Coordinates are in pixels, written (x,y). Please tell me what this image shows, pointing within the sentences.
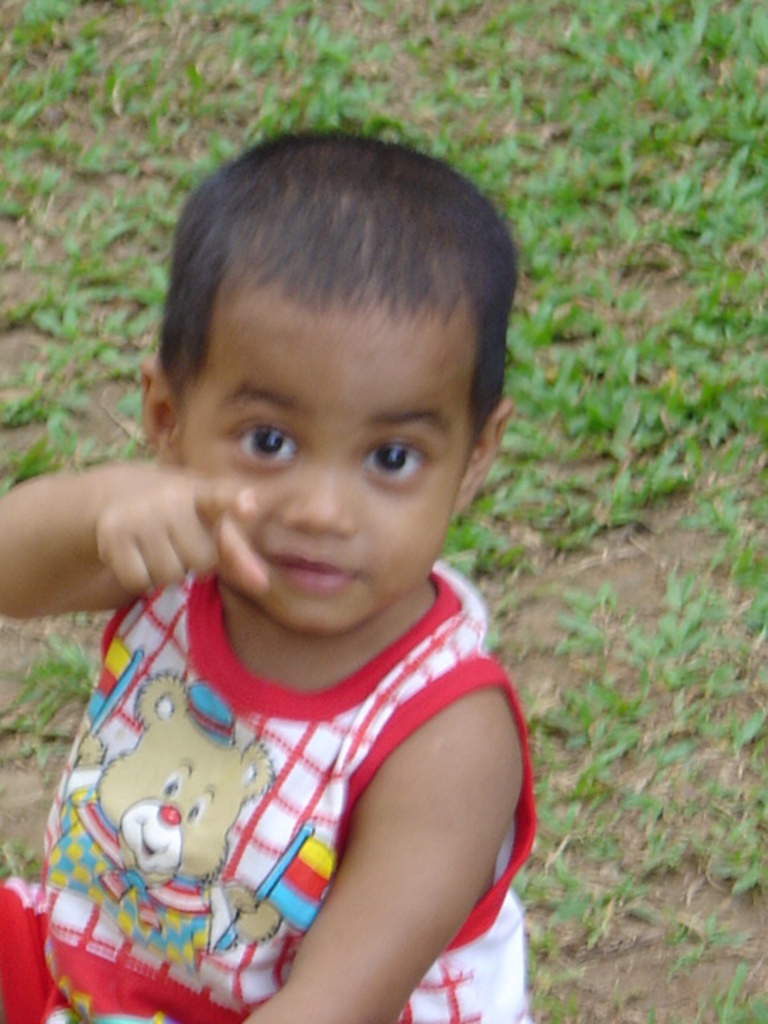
In this image we can see a kid (289,434). In the background (543,832) we can see grass (536,298).
